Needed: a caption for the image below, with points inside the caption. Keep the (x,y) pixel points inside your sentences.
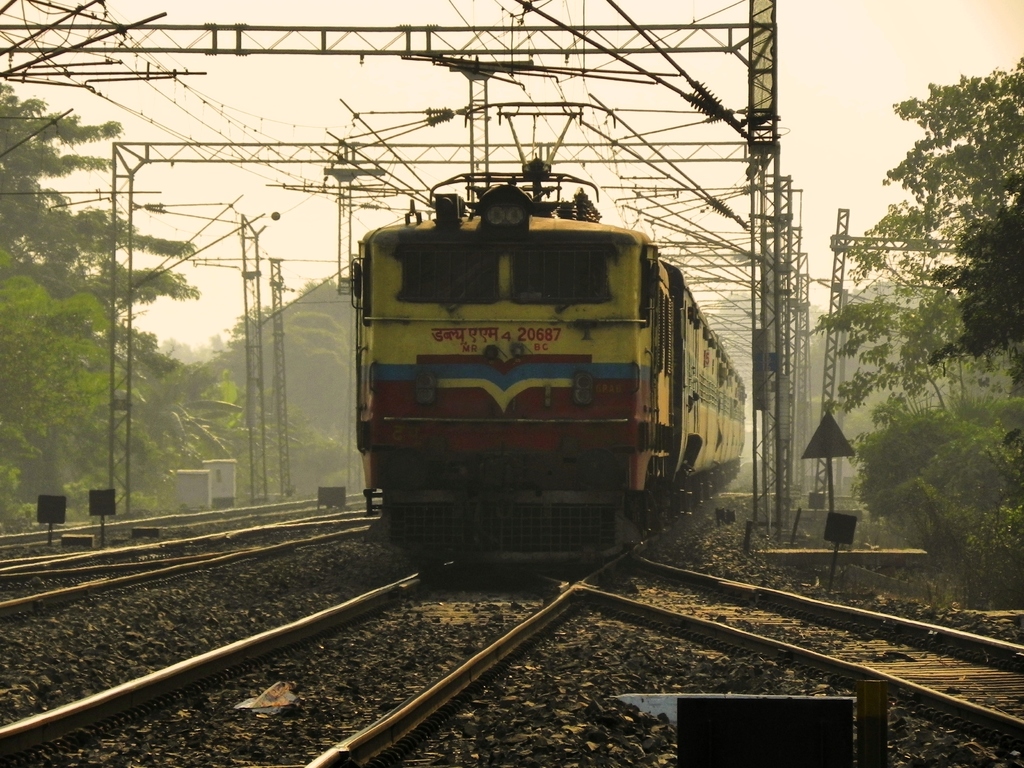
In this picture we can see there is a train (516,469) on the railway track (488,582) and on the right side of the train (536,355) there are poles (766,106) with cables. On the left side of the train (447,358) there are trees (33,360) and some objects (189,494). Behind the train (536,374) there is the sky (250,81) and on the railway tracks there are stones (714,510).
